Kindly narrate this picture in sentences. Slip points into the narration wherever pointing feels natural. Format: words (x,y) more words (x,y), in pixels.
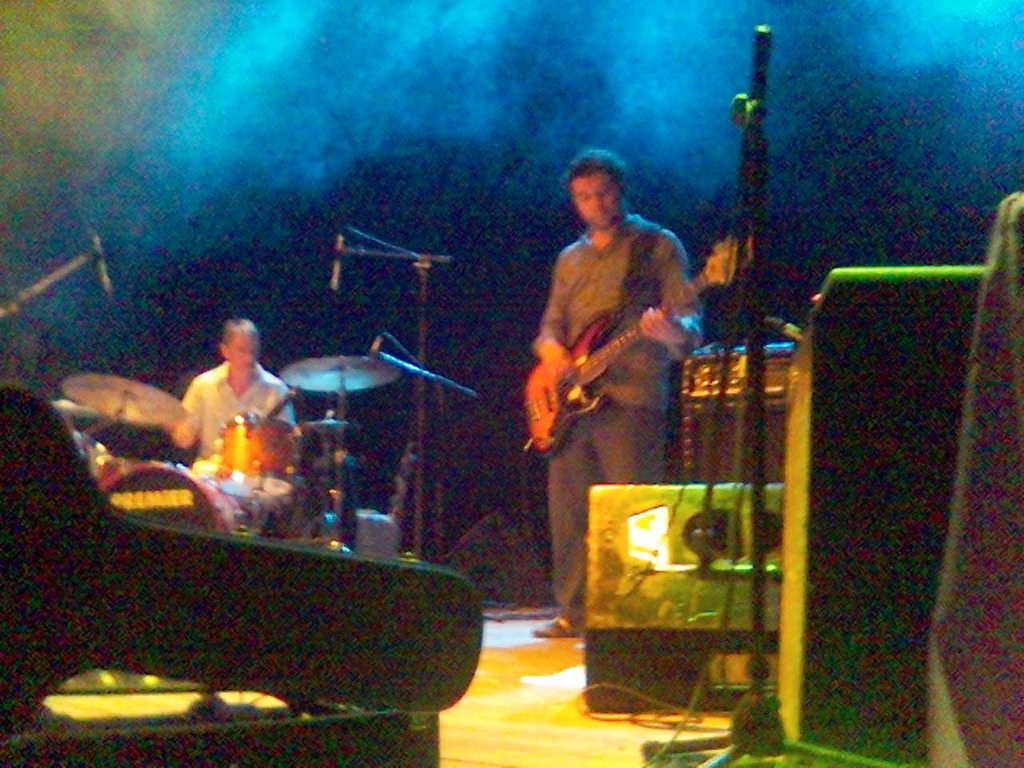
In this picture we can see two musicians (647,358), they are playing musical instruments (188,487) in front of microphone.
